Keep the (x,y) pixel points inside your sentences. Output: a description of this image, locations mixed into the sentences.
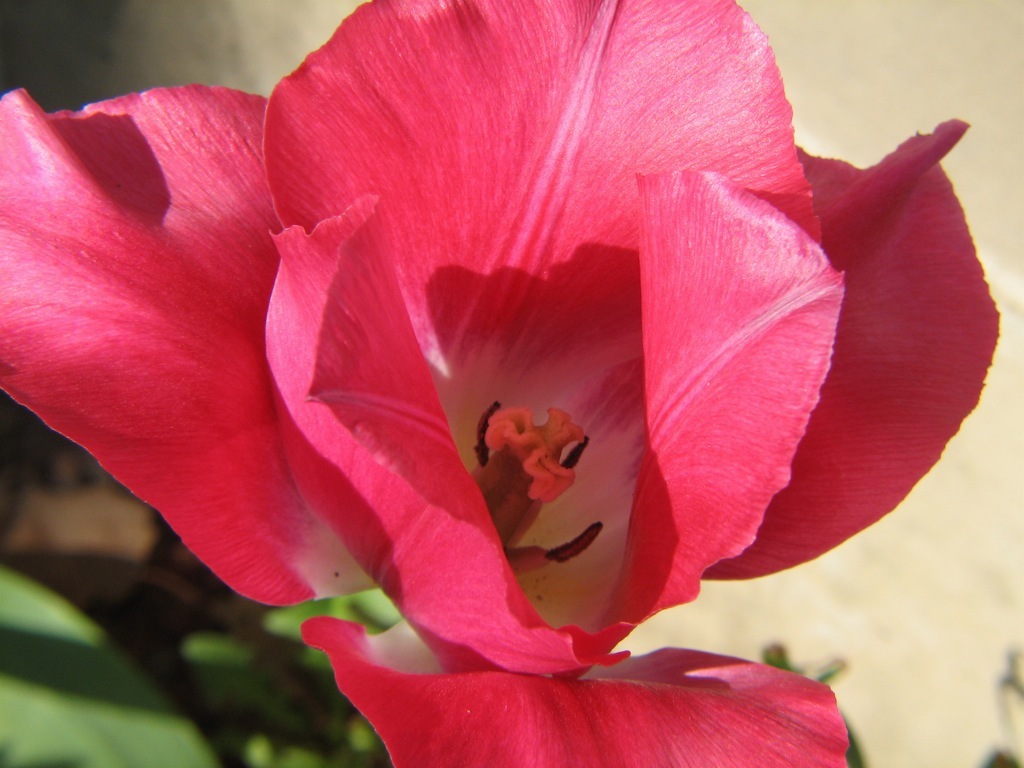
In this image in the foreground (622,417) there is flower (611,250), and in the background (994,445) it looks like a wall (157,48) and some plants (122,694).
